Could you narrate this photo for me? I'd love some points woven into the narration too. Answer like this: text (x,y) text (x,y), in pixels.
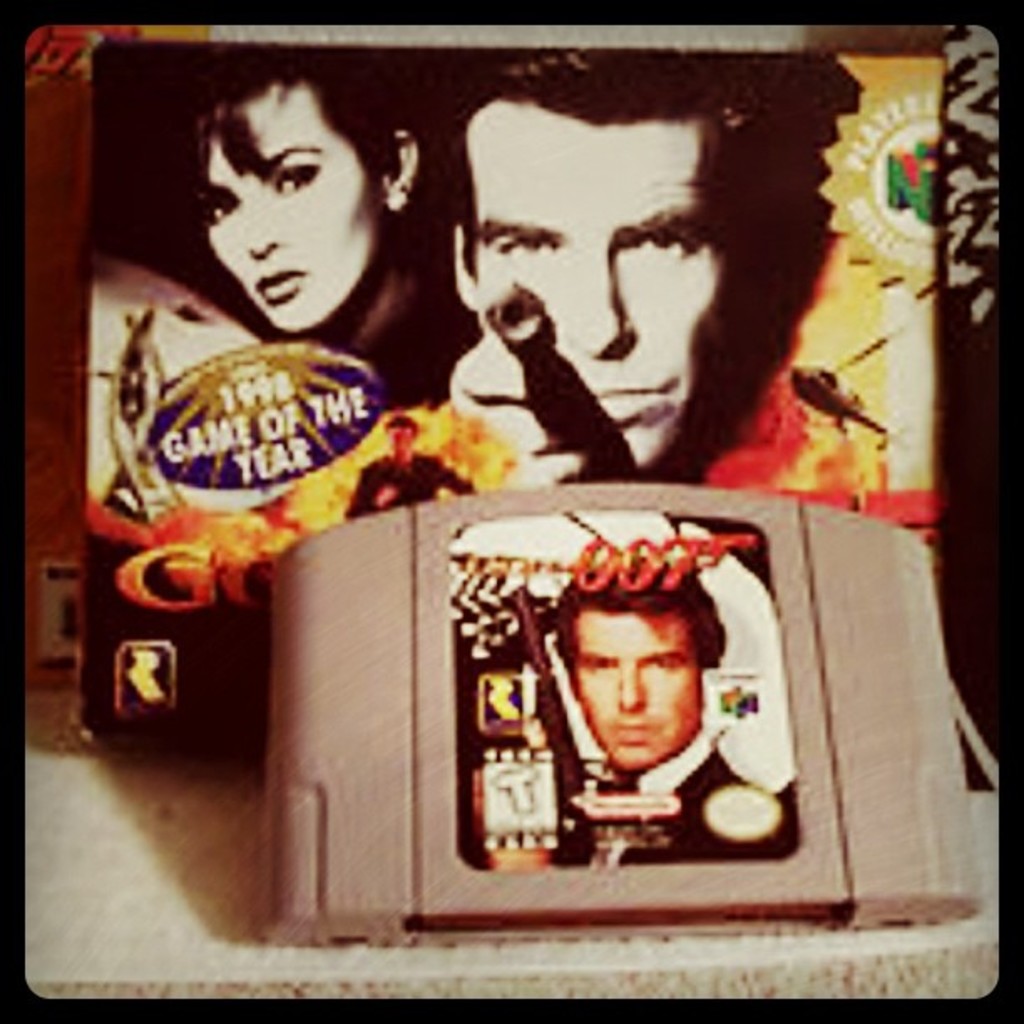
It is an edited image, there is a gadget (608,780) with some poster (641,694) on it and behind that gadget (357,843) there is another object (504,292) with the pictures (424,237) of two people (489,343) and some text (256,417).
